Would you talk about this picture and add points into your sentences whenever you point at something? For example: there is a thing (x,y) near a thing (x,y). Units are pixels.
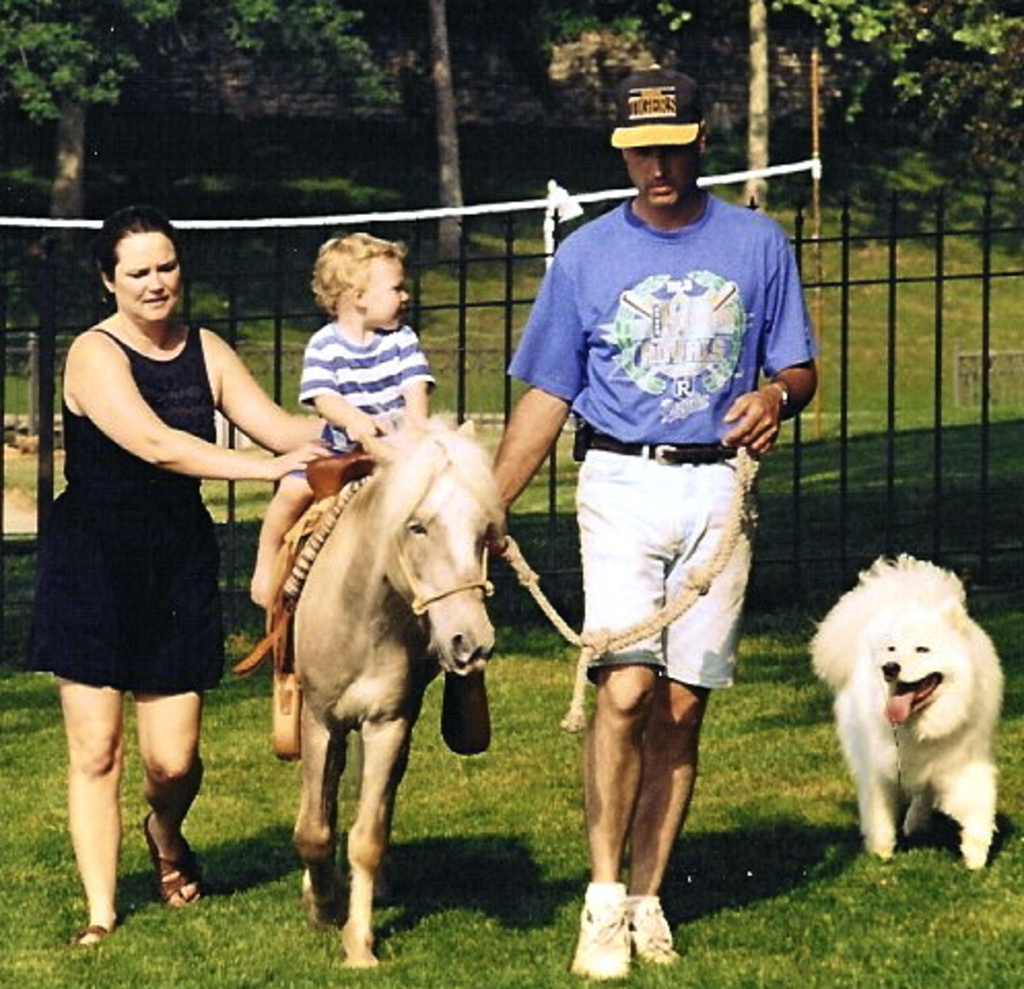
In this picture there is a woman (185,615) and a man (672,563) walking. There is a boy (338,395) sitting on the horse (358,723). In the right side (920,772) there is a dog (933,727) walking on the grass (810,854). In the background (896,335) there is railing (899,277) and some trees (342,59) here.
